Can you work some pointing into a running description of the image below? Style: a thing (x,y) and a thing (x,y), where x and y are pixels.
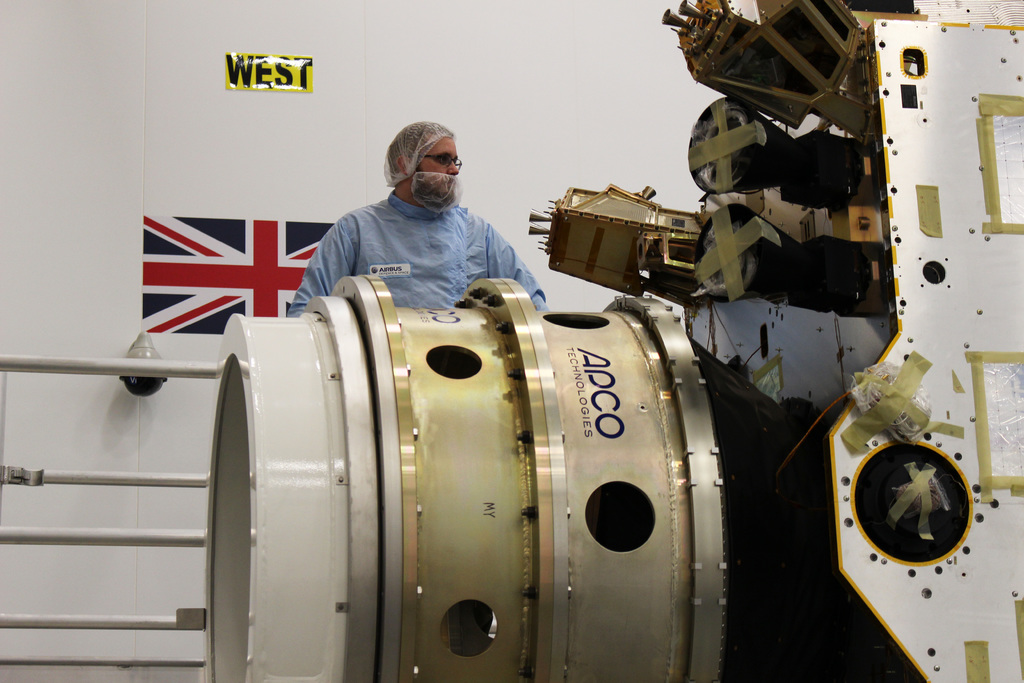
In this image in the foreground (351,448) there is a machine tool (351,448), on which there is a text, behind the tool (275,426) there is a person (417,201) wearing a mask (450,193), backside of person (435,169) there might be the wall (114,135), on which there is a text (285,81) and flag (230,269).
